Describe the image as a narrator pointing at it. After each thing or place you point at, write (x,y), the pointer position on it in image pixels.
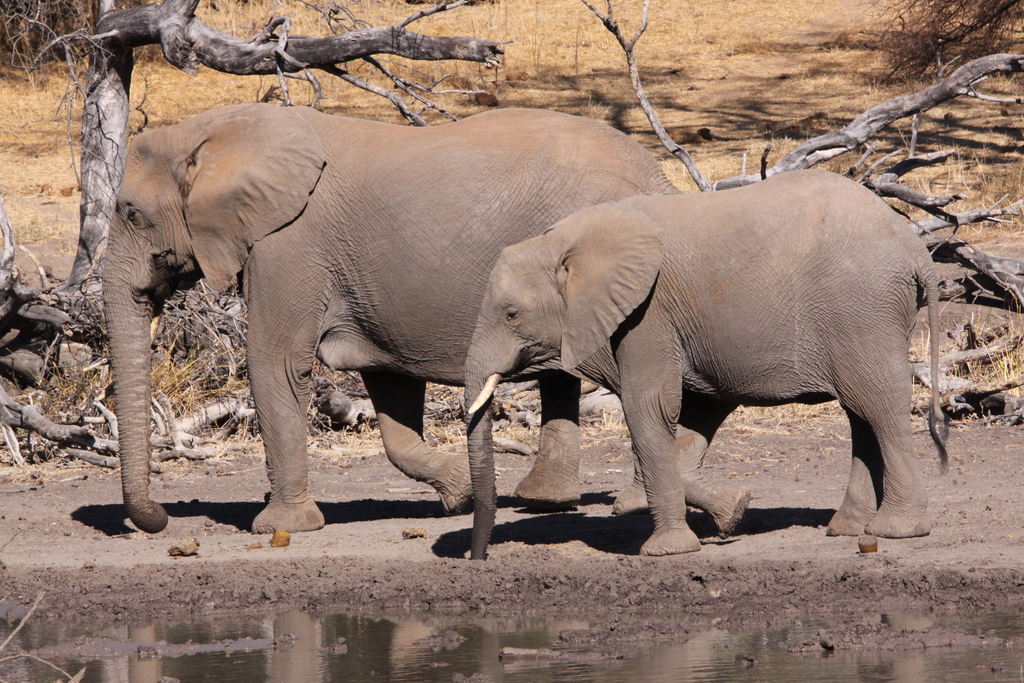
In this picture there are two elephants (663,386) were walking on the ground (246,541). In the back (91,235) I can see the tree (78,266) and woods (360,393). At the top (709,16) I can see the grass (615,87). At the bottom (389,642) I can see the water (363,664).
